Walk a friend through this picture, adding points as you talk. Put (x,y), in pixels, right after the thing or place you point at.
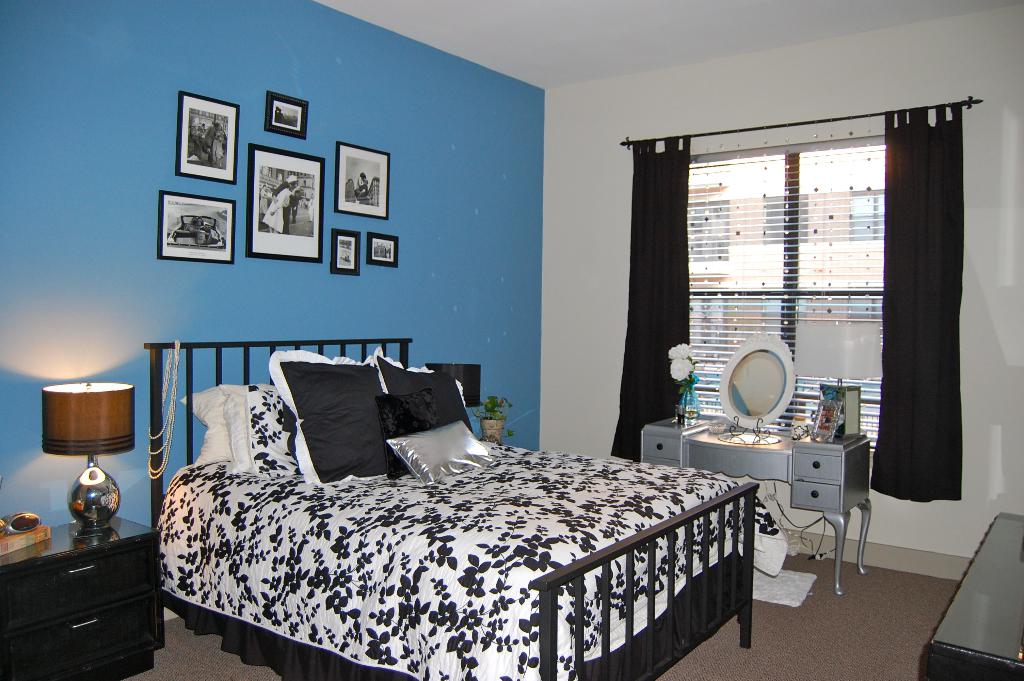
In this image we can see an inner view of a bedroom (412,500) containing a bed (394,535) with some pillows (439,448) and a lamp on a cupboard (156,622). On the right side (780,455) we can see a table (697,431) containing a mirror (757,372), flower pot (695,402) and a photo frame (817,435) on it. We can also see a curtain (662,262) to a window (710,278). On the backside (301,246) we can see a pot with a plant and some photo frames (316,236) to a wall (317,275).
